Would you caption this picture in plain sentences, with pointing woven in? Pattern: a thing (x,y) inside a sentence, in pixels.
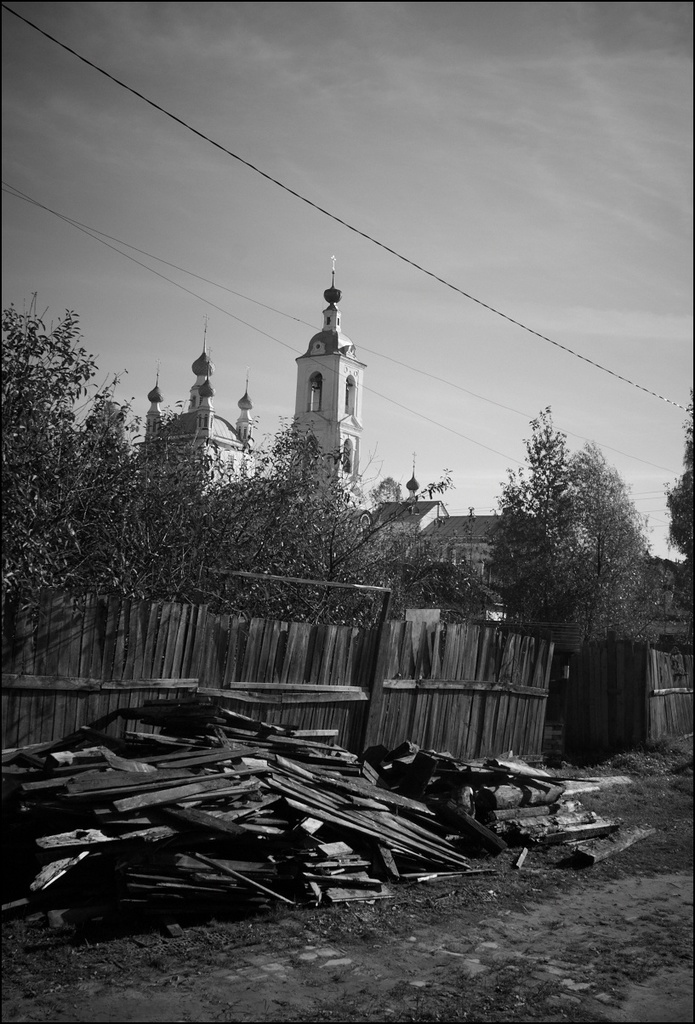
This is building (241,427), these are trees (183,524) and a sky (382,234), this is wood (303,787).
